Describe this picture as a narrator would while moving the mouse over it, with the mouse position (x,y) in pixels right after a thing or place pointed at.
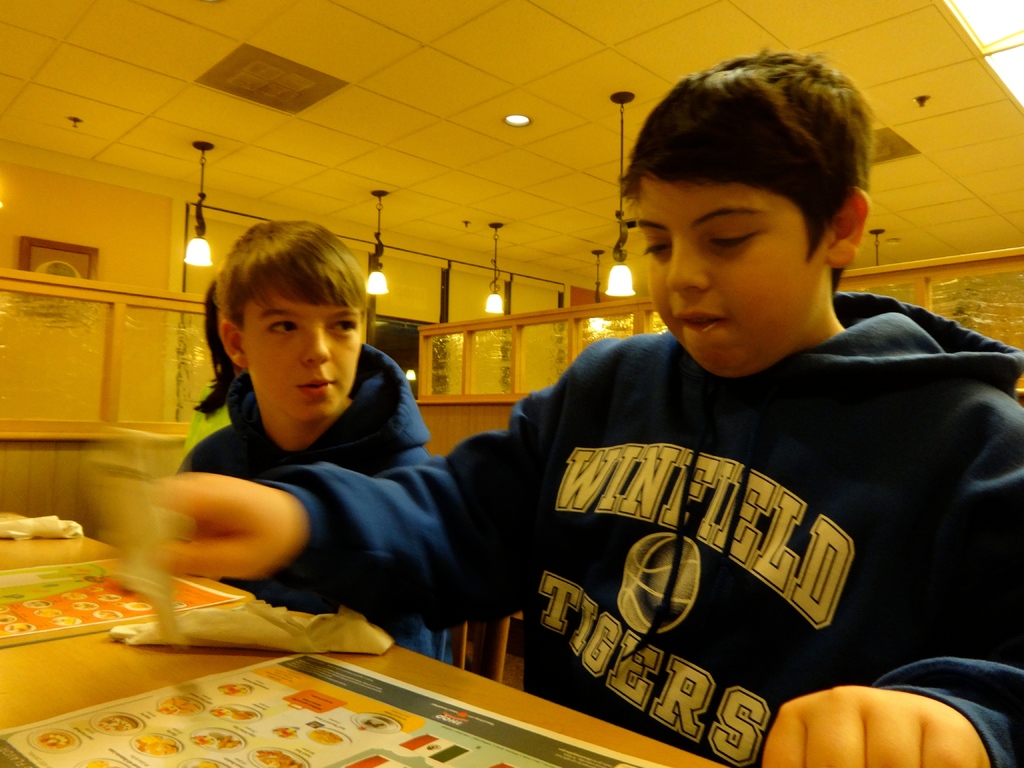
In this image in front (803,591) there are two people (654,585) sitting on the chairs (503,655). In front of the chairs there is a table (294,677). On top of the table (175,673) there are tissues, menu cards (341,706). In the background of the image (493,353) there is a partition (526,339). On top of the image (381,240) there are lights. On the left side of the image (19,245) there is a photo frame (67,243) on the wall (130,230).
